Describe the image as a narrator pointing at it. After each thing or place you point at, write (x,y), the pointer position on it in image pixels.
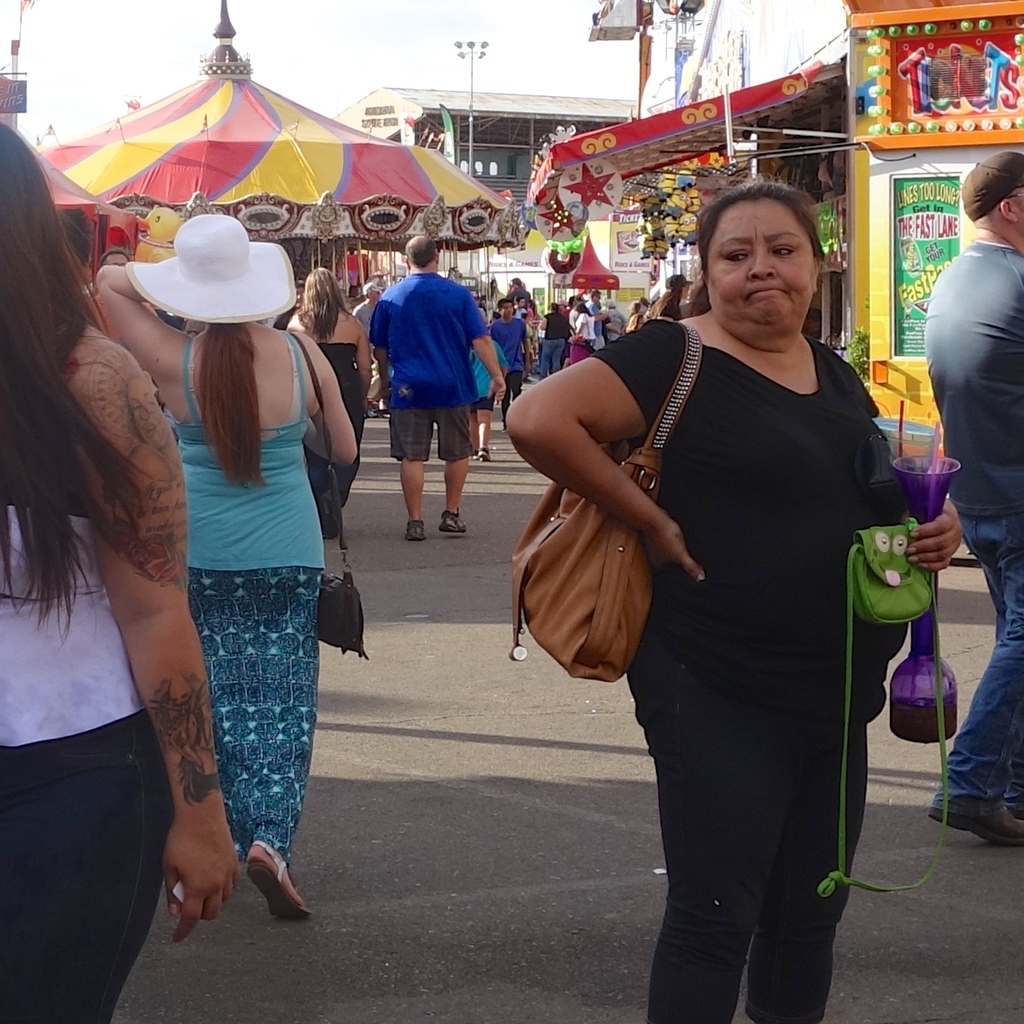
In this picture we can see a woman (735,736) in the black dress (811,936) is holding an object (917,722) and a green bag (881,584). Behind the women (766,569) there are groups of people (291,390) walking. Behind the people (144,354) there are stalls (560,155), a pole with lights (461,56) and a sky (334,44).
